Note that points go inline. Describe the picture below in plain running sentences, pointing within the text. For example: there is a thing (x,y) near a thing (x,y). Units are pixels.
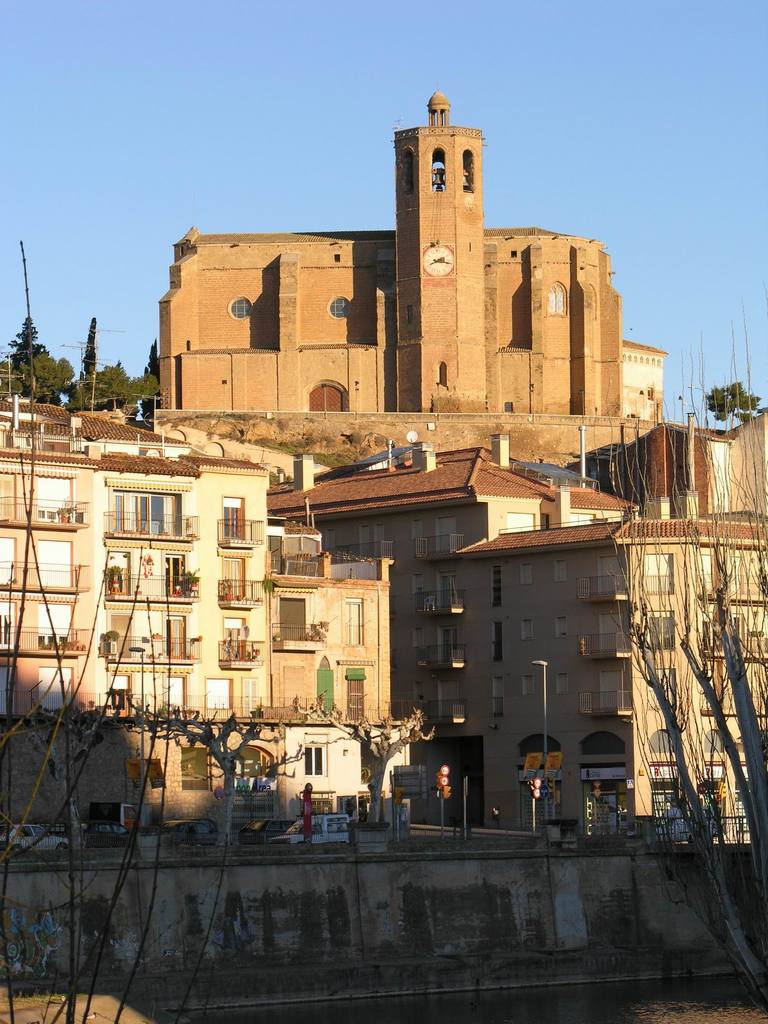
In this image, we can see buildings (479,400), trees (28,334), poles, vehicles (126,804) and some boards (541,771) and there is a wall (505,905). At the bottom (548,1020), there is water (695,980) and at the top (343,66), there is sky (398,111).
